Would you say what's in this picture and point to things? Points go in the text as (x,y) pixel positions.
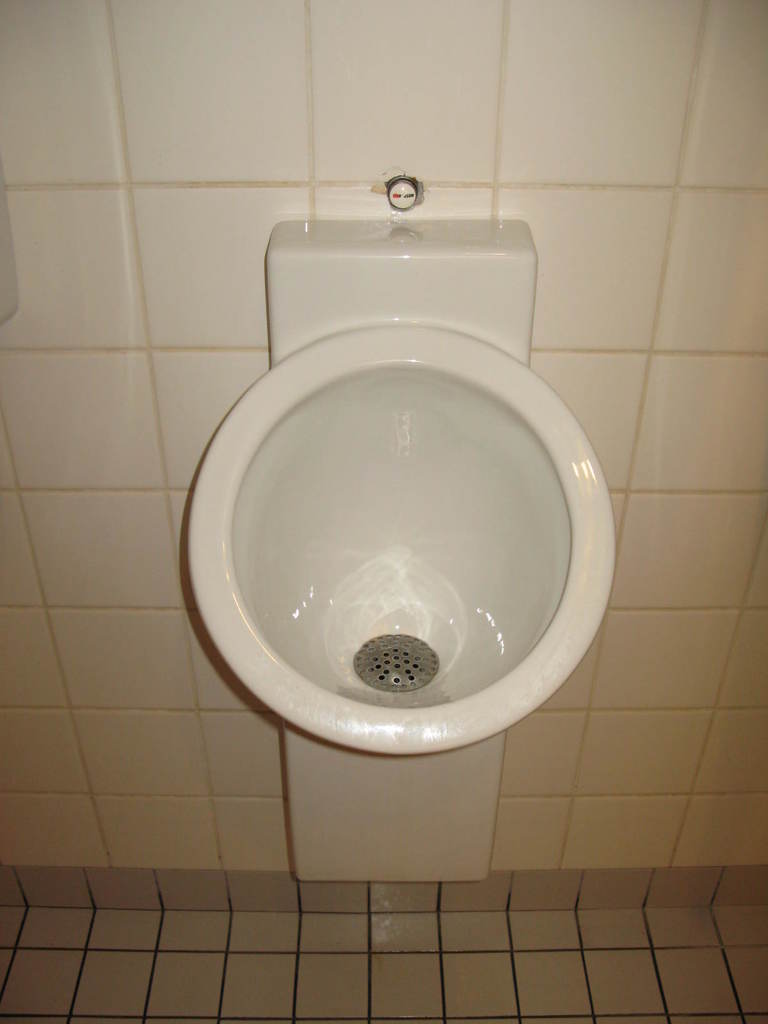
In this picture we can see urinal (214,618) to the wall (250,856).
